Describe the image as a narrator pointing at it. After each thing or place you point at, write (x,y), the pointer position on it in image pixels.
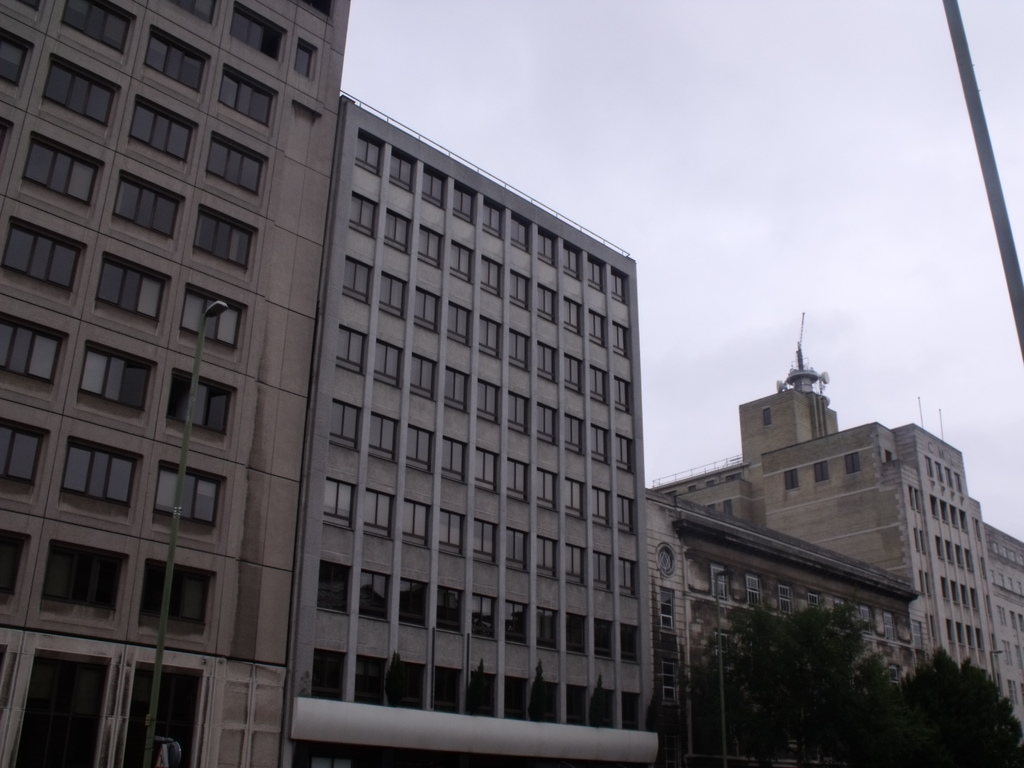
Here in this picture we can see buildings (552,406) present all over there and we can also see windows (362,609) on the buildings (769,527) and we can see light posts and trees (746,660) present over there and we can see clouds (671,282) in the sky (647,148).
